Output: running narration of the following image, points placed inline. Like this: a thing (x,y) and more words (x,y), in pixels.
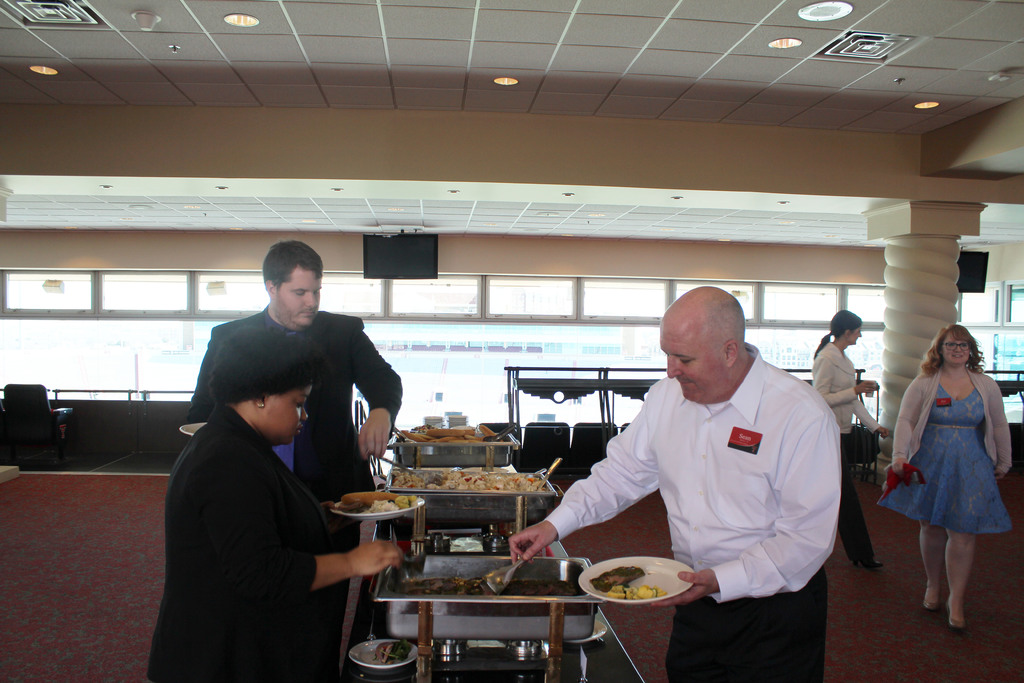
In this picture I can observe three members (646,467) serving food (536,584) in their plates (392,513). There are some dishes (422,566) placed on the table (346,676). There are men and women (202,524) in this picture. In the background (410,301) I can observe glass (502,339). On the right side (917,248) there is a pillar (895,346).
